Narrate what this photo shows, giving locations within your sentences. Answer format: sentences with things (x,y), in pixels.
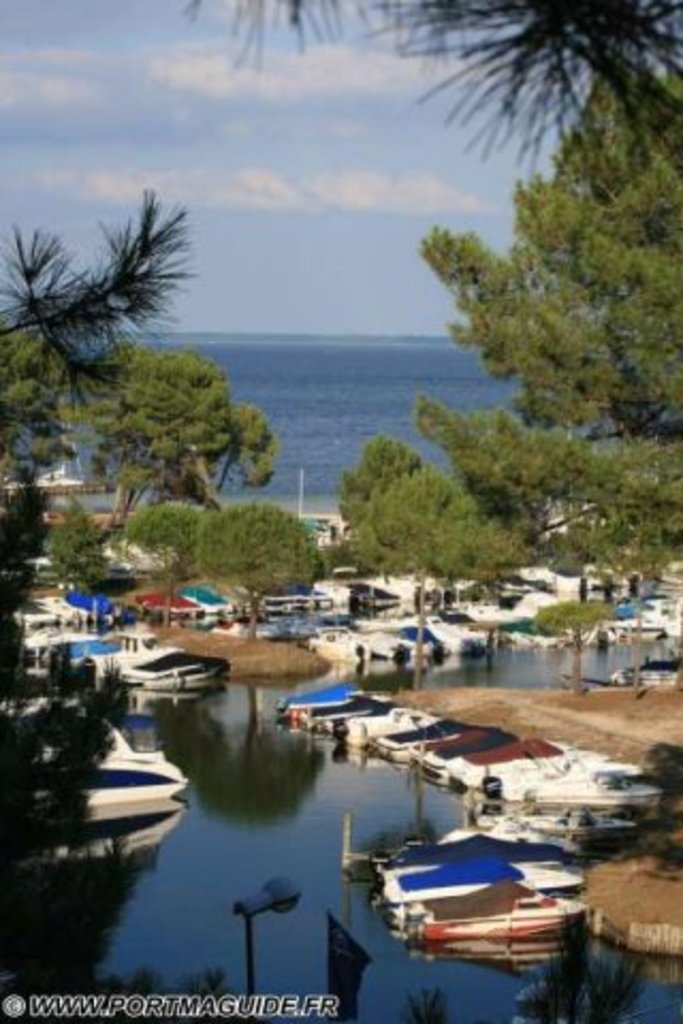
In this image in the center (359,673) there is water (279,802) and on the water (265,741) there are boats (380,751). In the background (116,483) there are trees (218,517) and there is an ocean (312,400) and the sky (342,68) is cloudy.
